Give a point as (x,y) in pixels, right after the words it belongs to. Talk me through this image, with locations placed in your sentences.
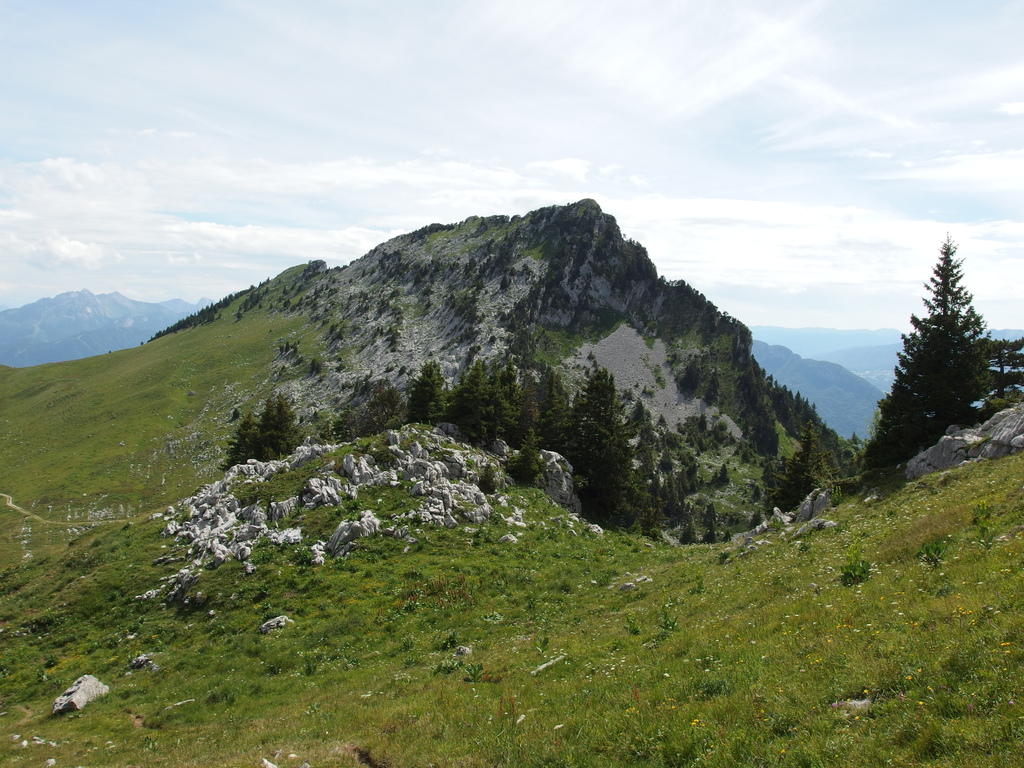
On this hill (626,479) there are trees (421,394) and grass (693,632). Background (887,345) we can see hills (900,351) and sky (389,122). Sky (389,122) is cloudy.
